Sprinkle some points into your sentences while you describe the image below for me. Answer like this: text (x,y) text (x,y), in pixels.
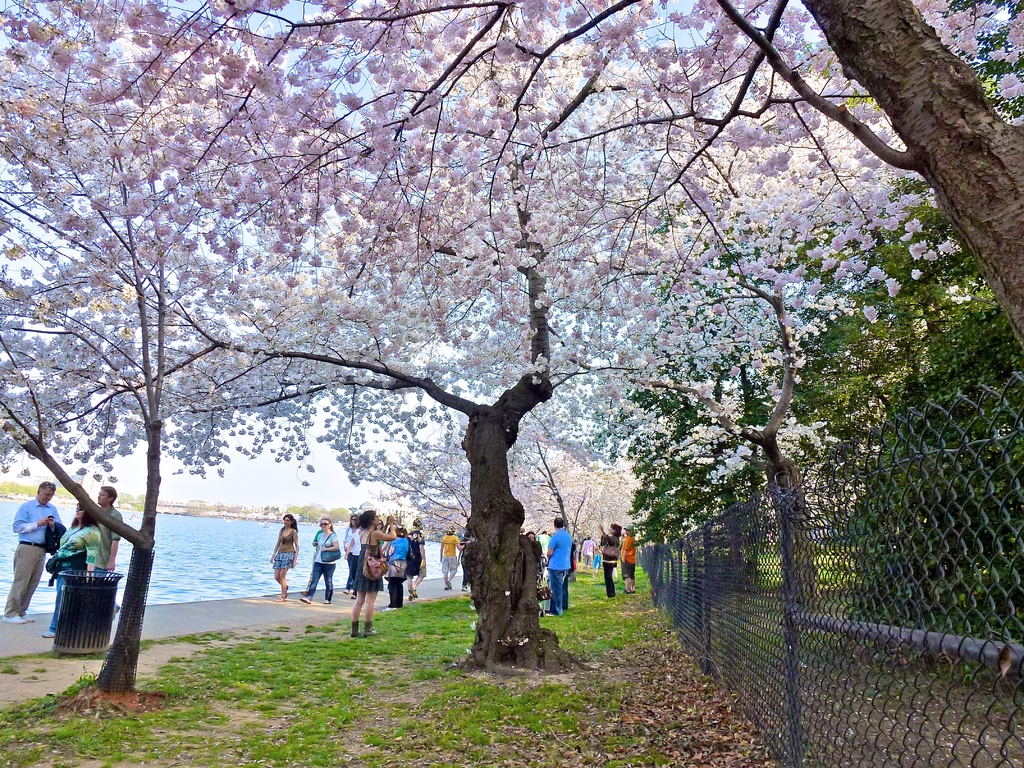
At the bottom of the picture (576,719), we see the grass (570,620) and dry leaves (715,760). On the right side (692,532), we see the fence (807,543) and the trees (797,446). In the middle (545,400), we see a tree (500,398) which has white and pink flowers (406,328). Beside that, we see the people (327,570) are standing. On the left side (142,530), we see a tree (185,459) and beside that, we see a garbage bin (112,603) and three people (108,535) are standing. Beside them, we see water (192,568) and this water (189,534) might be in the river (267,540). There are trees (611,498) and the sky (313,475) in the background (458,425).
